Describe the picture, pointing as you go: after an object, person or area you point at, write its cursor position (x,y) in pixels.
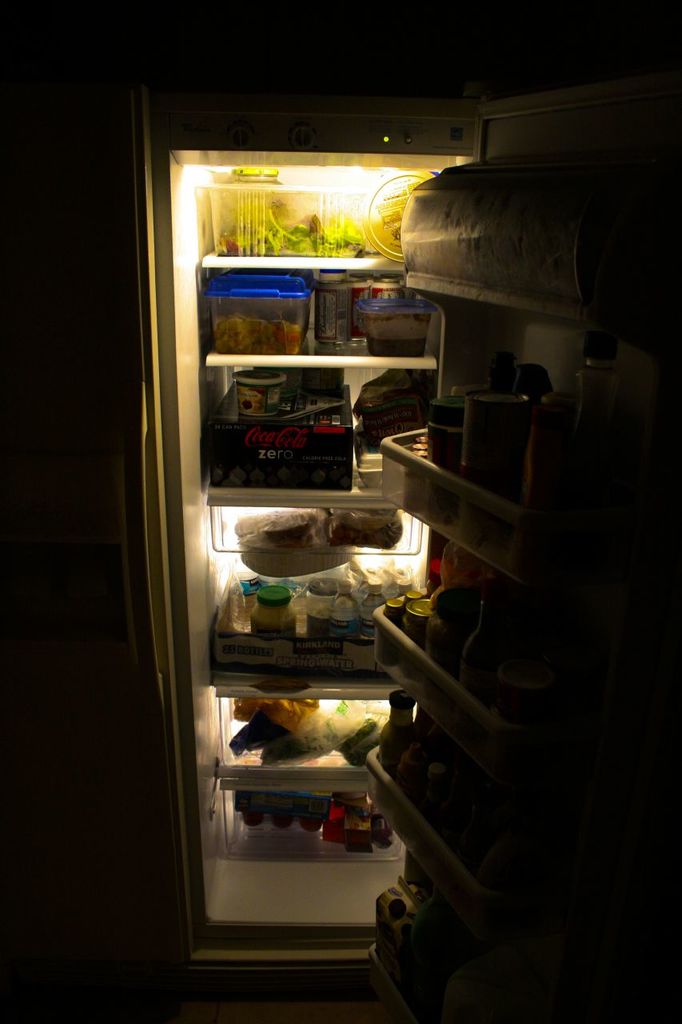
In this image we can see a refrigerator (411,546), in the refrigerator (399,552) we can see some bottles (320,589) and other objects (350,483), also we can see the background is dark.
